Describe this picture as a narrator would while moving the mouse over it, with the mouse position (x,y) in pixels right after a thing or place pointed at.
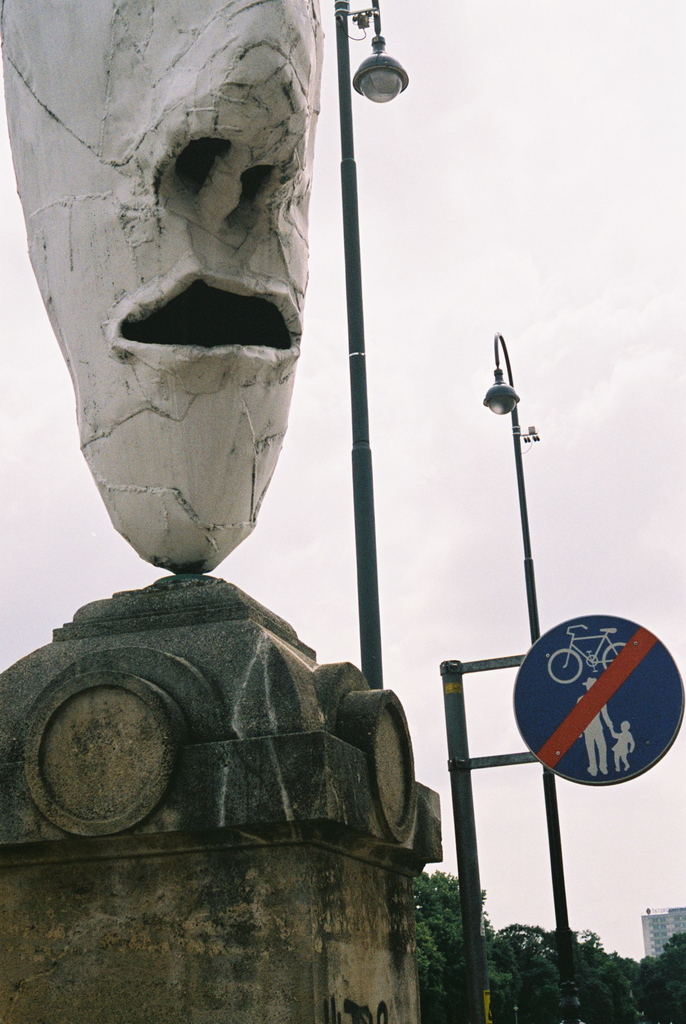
In this image, we can see a sculpture (252,306) and in the background (585,681), there are lights (531,632), sign board (534,737), and trees (661,989) and a building (665,928).
